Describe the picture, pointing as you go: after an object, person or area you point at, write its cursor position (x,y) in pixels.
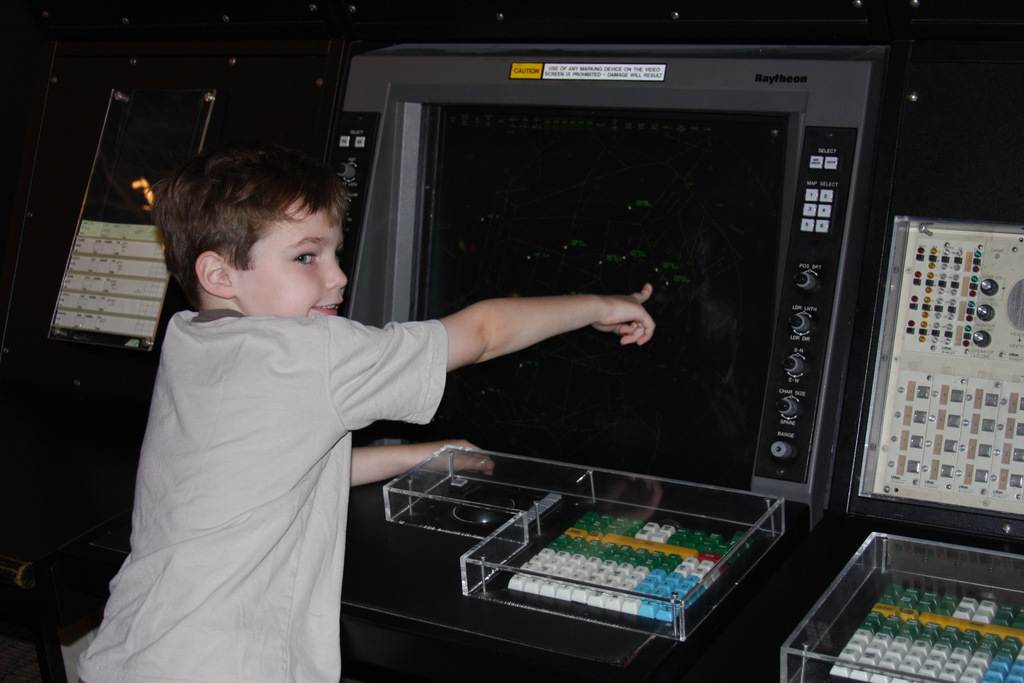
In the image in the center (357,420), we can see one kid (264,405) standing and smiling. In front of him, we can see keyboards (631,587), boxes (433,483), machine (781,415) and a few other objects (892,378).
